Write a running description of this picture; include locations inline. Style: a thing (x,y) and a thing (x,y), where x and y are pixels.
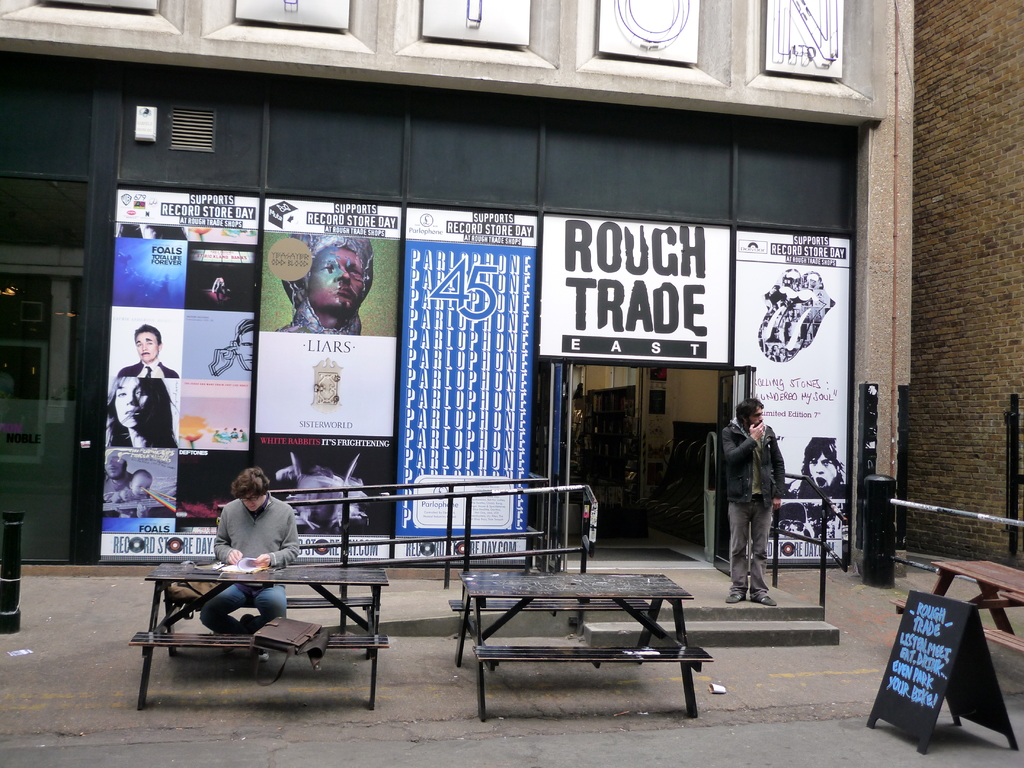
In this picture we can see a notice board (929,634) and two people (763,494), one is seated on the bench (210,575) in front of him we can see a bag (293,638) and one person (760,489) is standing in front of entrance (663,483) and we can see couple of buildings (824,184).
